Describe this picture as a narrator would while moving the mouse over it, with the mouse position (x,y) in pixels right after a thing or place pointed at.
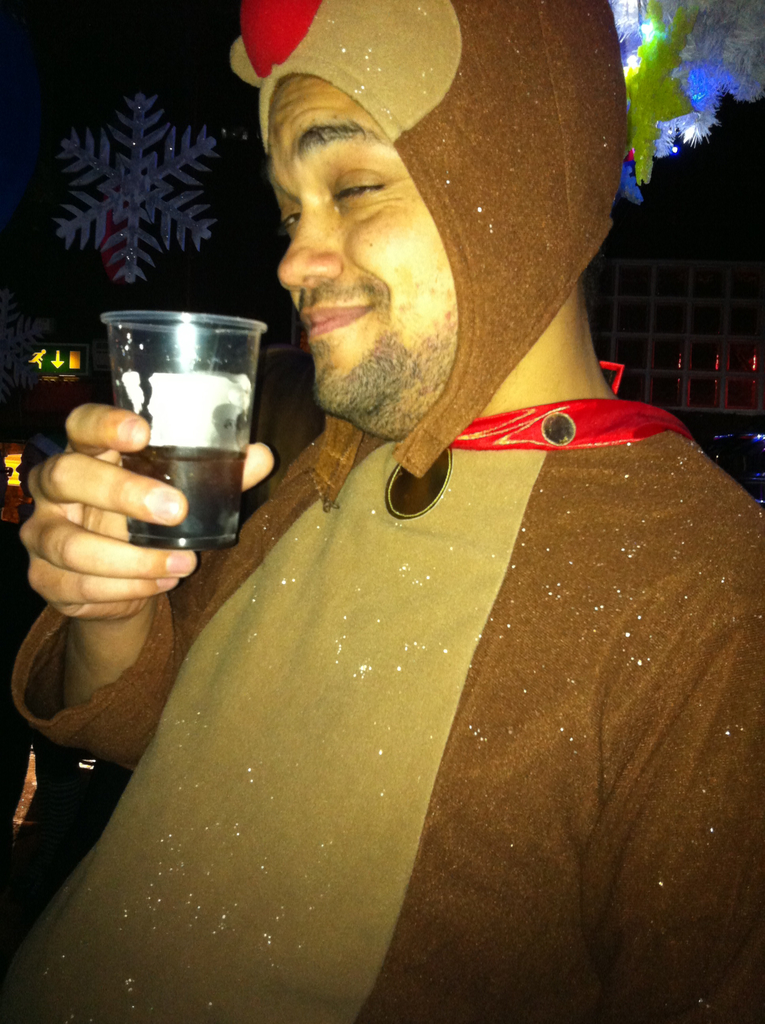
In this image I see a man (291,24) who is wearing a costume (559,997) and is holding a glass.
